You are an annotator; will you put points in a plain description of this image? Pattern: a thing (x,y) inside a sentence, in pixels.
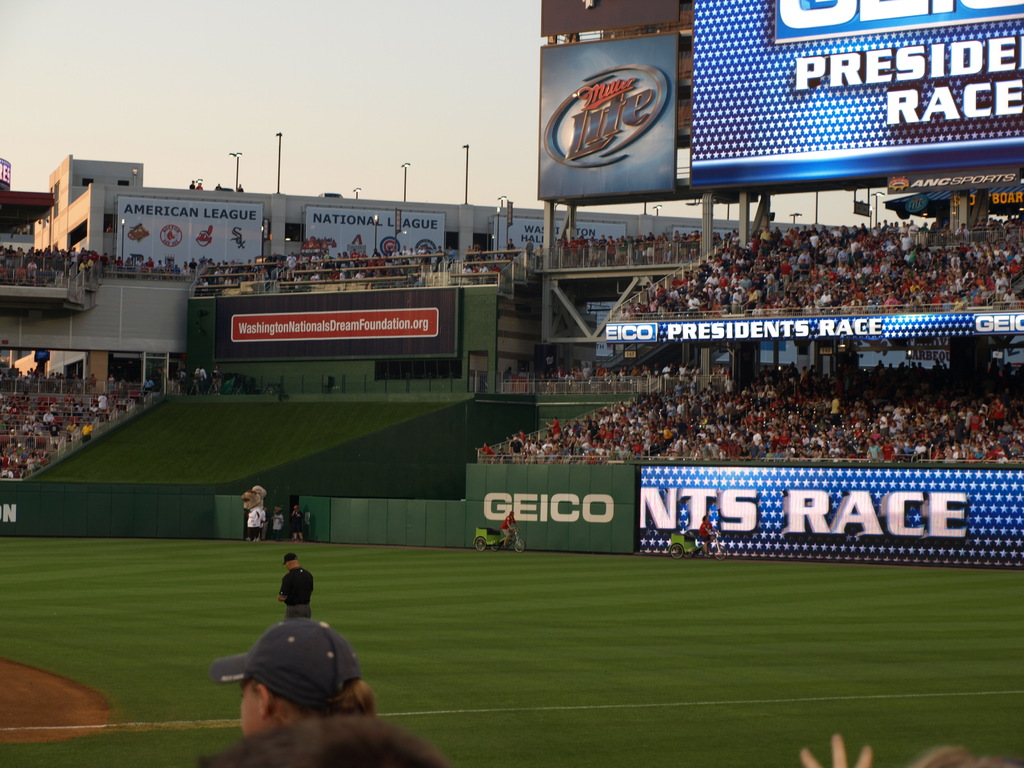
In this image I can see heads (324,712) of a person's (316,695) who is wearing a hat (270,659), a person (299,586) wearing black t shirt (291,580) and black hat (290,562) is standing on the ground (278,586) and few other persons (248,524). In the background (323,498) I can see the stadium (157,408), number of persons (672,398) sitting on the stadium (823,314), few screens (773,328), few poles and the sky (241,77).
